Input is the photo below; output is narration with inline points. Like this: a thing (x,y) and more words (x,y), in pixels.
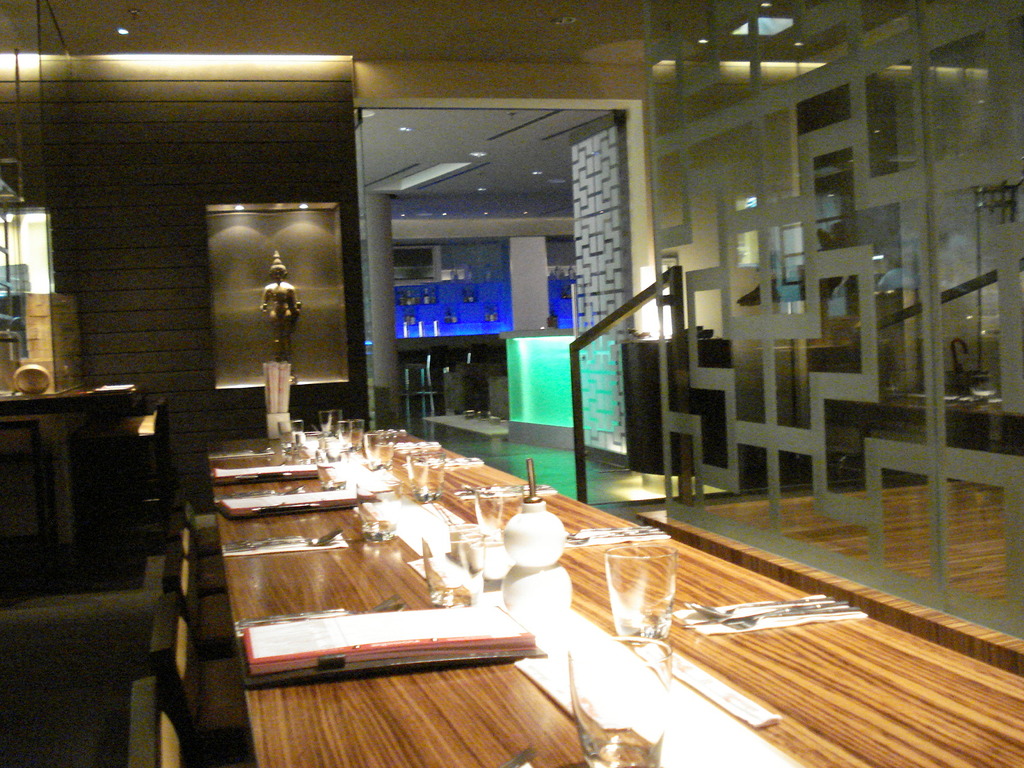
This is an inside view. Here I can see a table (395,696) on which few glasses (619,616) and some more objects (338,546) are placed. Beside the table (246,519) there are some empty chairs (173,652). In the background (294,305) there is a sculpture (282,308) in a box (300,276). On the top of the image (246,58) I can see the lights (234,64). On the left side (66,438) there is a table (54,523) and wall (140,180).
